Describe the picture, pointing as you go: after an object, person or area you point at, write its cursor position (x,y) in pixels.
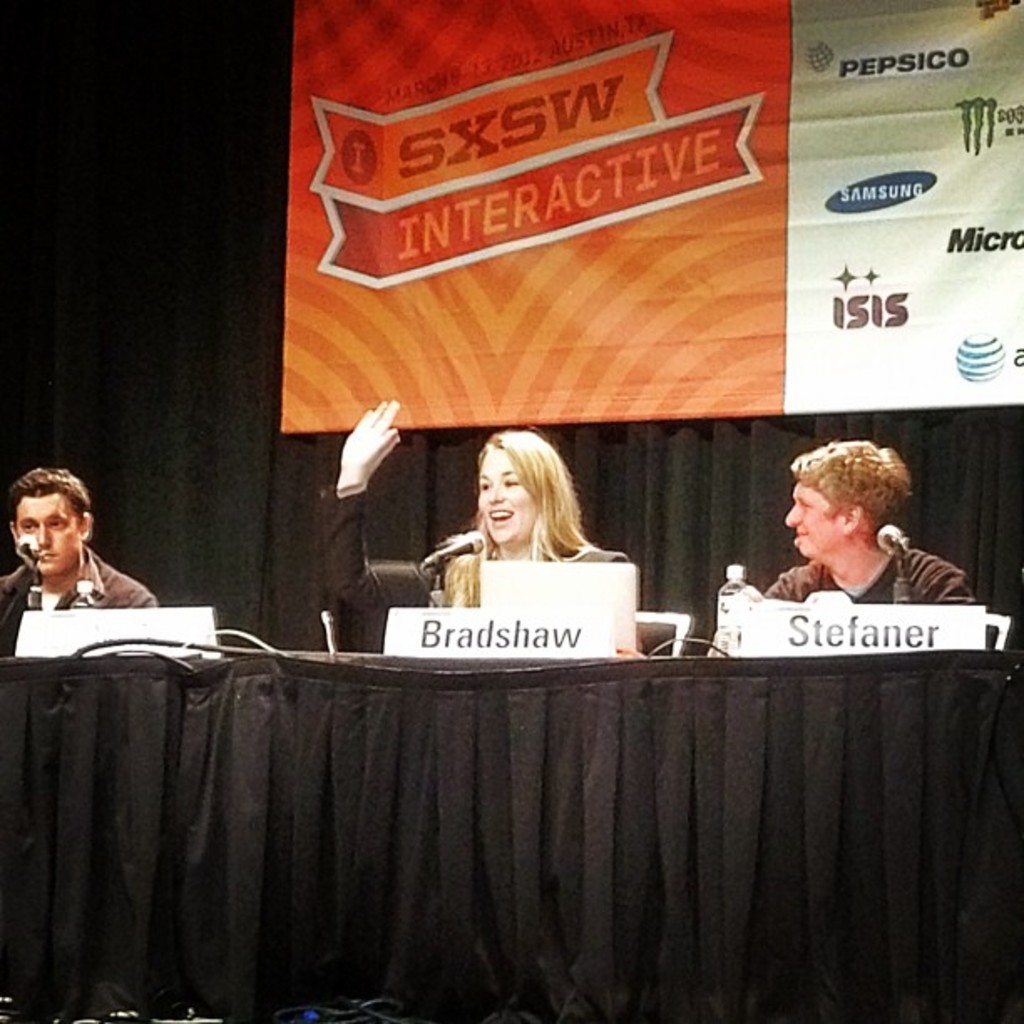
this picture shows three people (19,594) seated and we see microphones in front of them and hoarding (1023,46) back of them.
